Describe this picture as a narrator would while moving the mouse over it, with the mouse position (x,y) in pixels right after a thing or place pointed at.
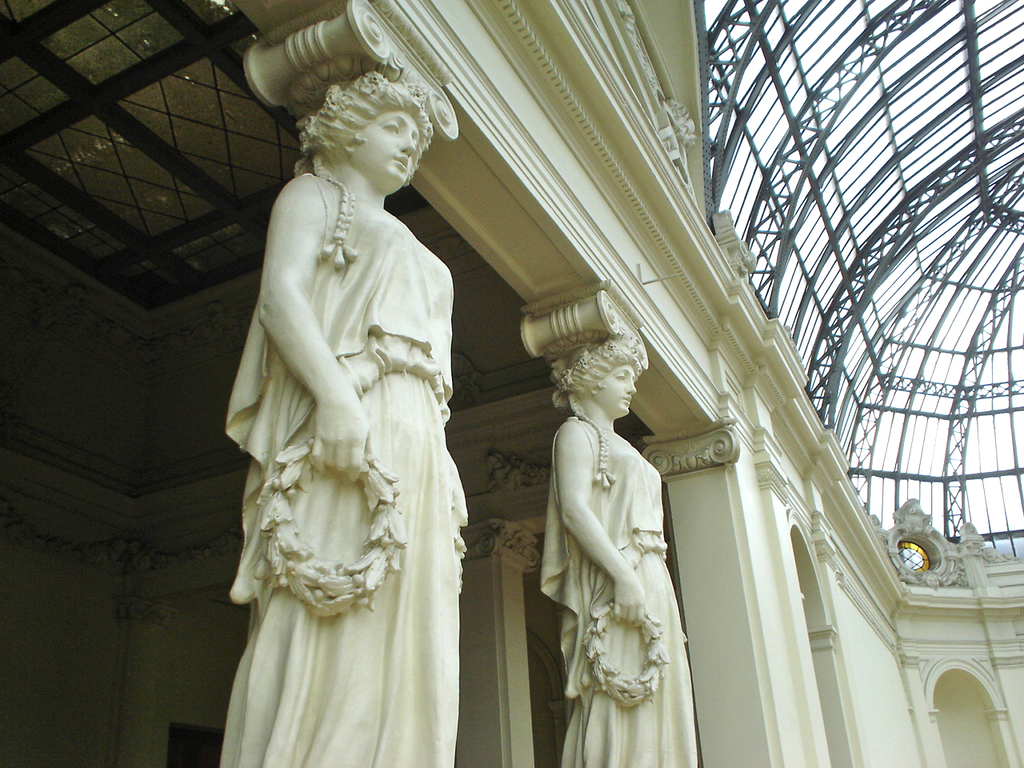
In this image I can see a building (607,259) inside, with a metal rooftop (755,176) in the right top corner (919,192) and carved pillars (321,471) in the center of the image (418,275).
